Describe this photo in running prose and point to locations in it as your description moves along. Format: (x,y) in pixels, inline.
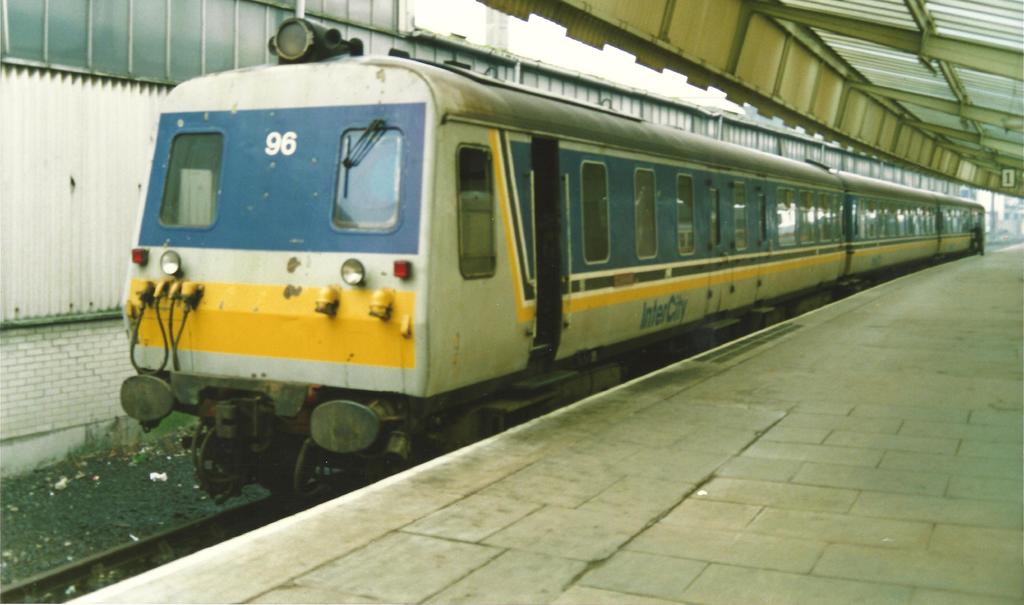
In this pic, I see a train (213,352) and a platform (993,415) and in the background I see a person (974,245).
